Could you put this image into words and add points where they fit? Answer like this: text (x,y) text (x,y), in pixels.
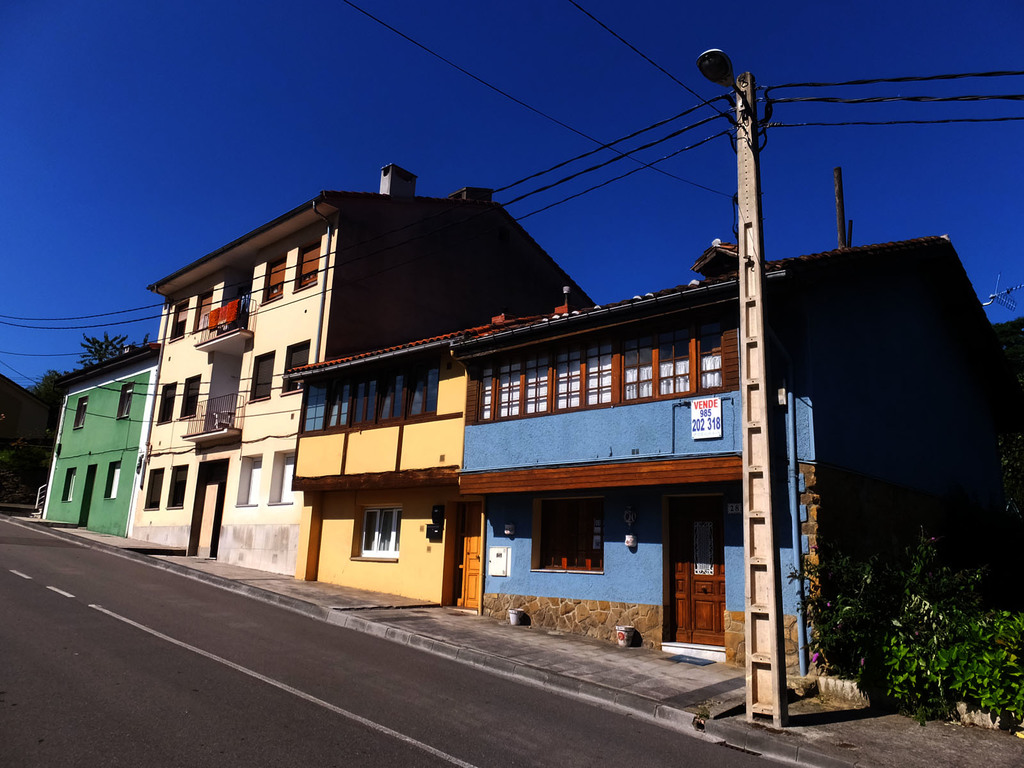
In the image there is a road (304,712) and beside the road (347,737) there are houses (477,475) and trees (920,620).
